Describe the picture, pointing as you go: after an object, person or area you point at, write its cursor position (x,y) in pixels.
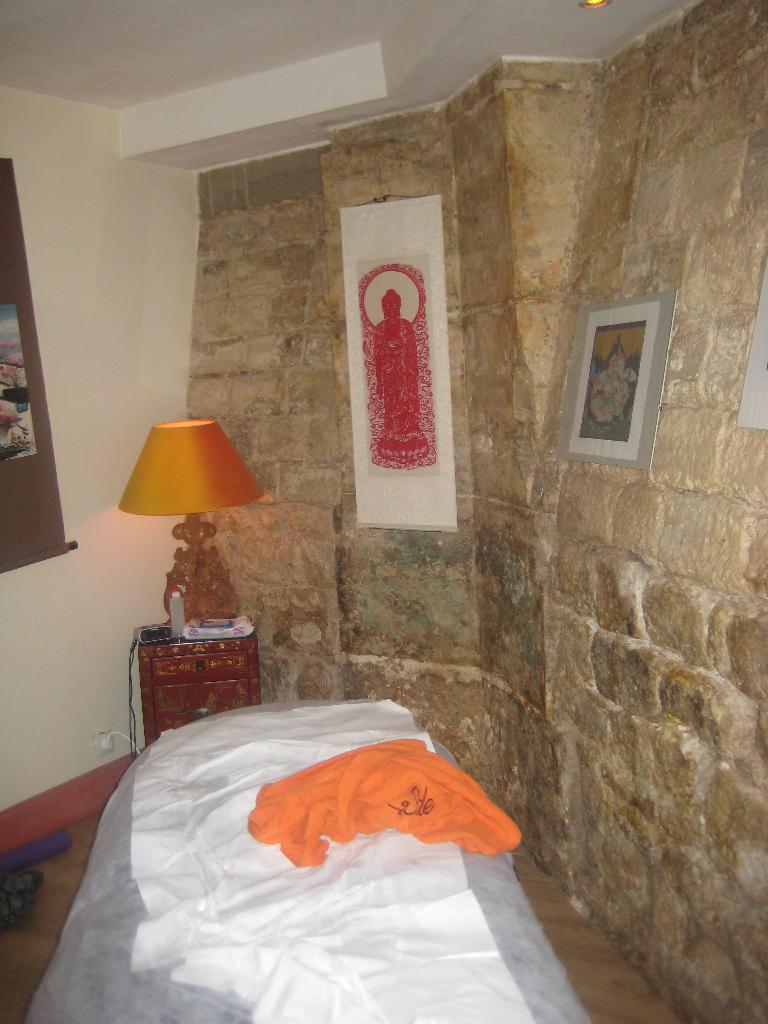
In this picture, we see a bed (378,944) and a bed sheet (375,946) in white and grey color. We see an orange color cloth (397,805) is on the bed (334,779). Behind that, we see a table (212,673) on which a lamp (188,605) and a white color object (204,636) are placed. On the left side (52,837), we see the objects (42,837) in black and blue color. Beside that, we see a white wall (91,541) on which a photo frame (52,503) is placed. On the right side (584,707), we see a wall (584,707) which is made up of cobble stones (397,559) and we see the photo frames (391,397) placed on the wall (311,415).
